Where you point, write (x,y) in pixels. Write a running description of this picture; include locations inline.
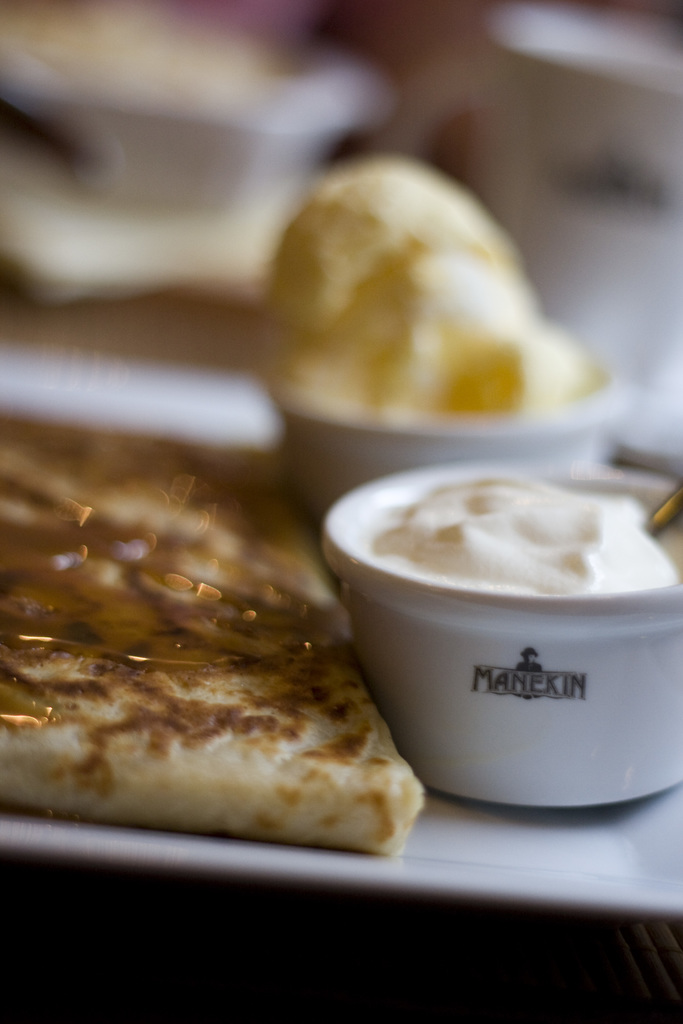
In this picture there is a tray (670,814) in the center of the image (345,601), in which there is bread (71,667) and other food items (413,530) in the bowls (344,502).
